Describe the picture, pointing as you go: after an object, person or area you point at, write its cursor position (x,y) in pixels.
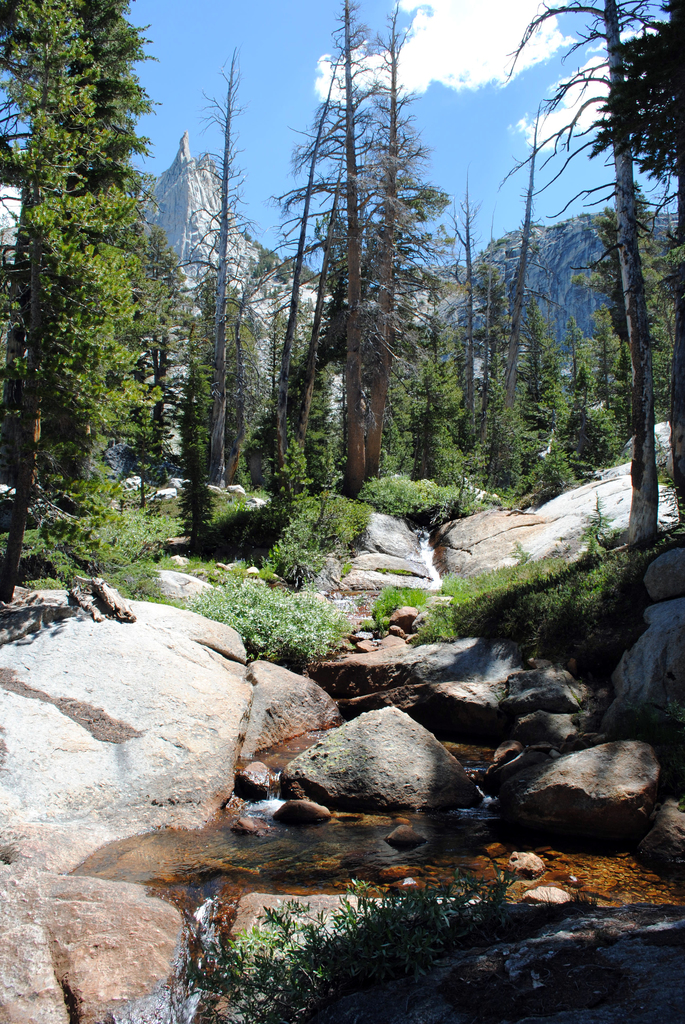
In this image we can see rocks (585,945), trees (318,356), hills (582,232), plants (345,959) and sky (245,138).
